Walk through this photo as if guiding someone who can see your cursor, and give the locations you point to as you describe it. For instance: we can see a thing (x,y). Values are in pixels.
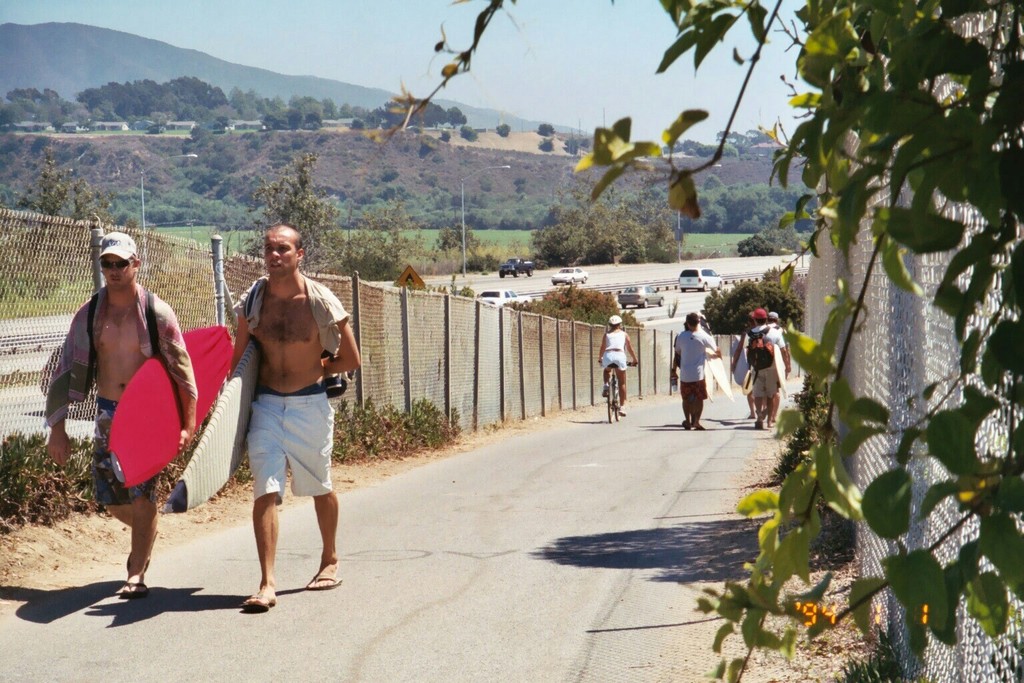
In the image we can see there are people (188,407) who are standing on the road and holding a surfing board (173,398) in the hand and another guy (624,394) is sitting on the bicycle (613,381) and there is a clear sky (480,43) and the cars (696,275) are standing on the road (538,284) and there are lot of trees (417,247).
